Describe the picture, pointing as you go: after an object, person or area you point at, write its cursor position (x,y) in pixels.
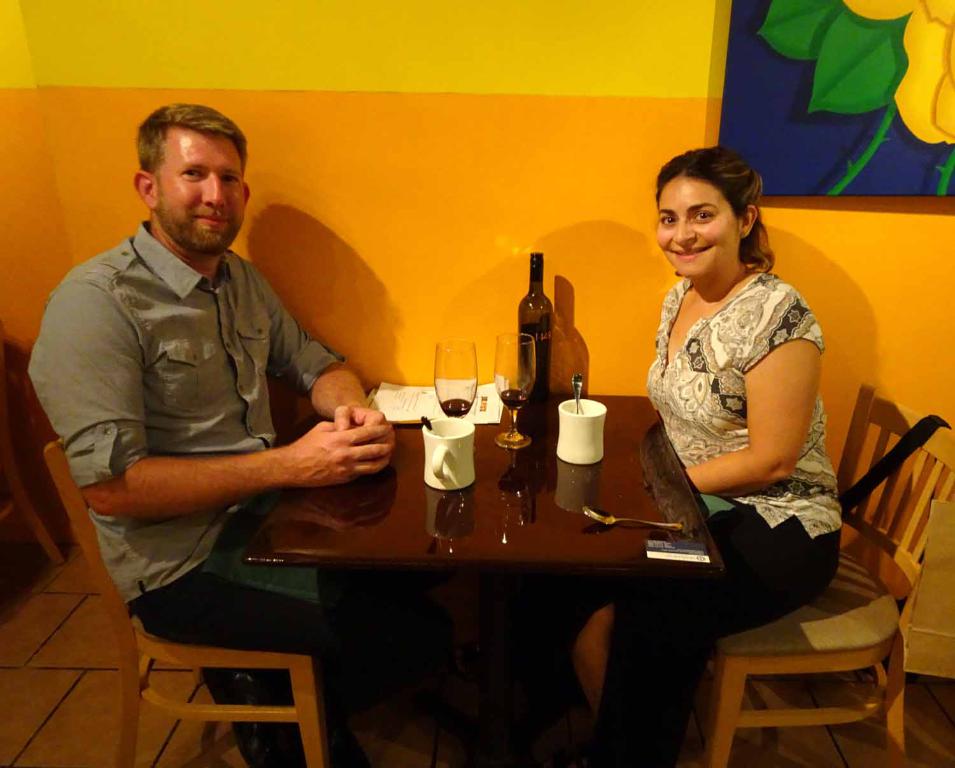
In this image the two person (93,422) are sitting on the chair (315,718) in front of the table (493,496) the table (493,494) contains the two cups (581,444), bottle (526,321), papers (408,412) and one spoon (648,519) are there behind the person (771,369) one poster (802,111) is there and the background (407,324) is yellowish.
